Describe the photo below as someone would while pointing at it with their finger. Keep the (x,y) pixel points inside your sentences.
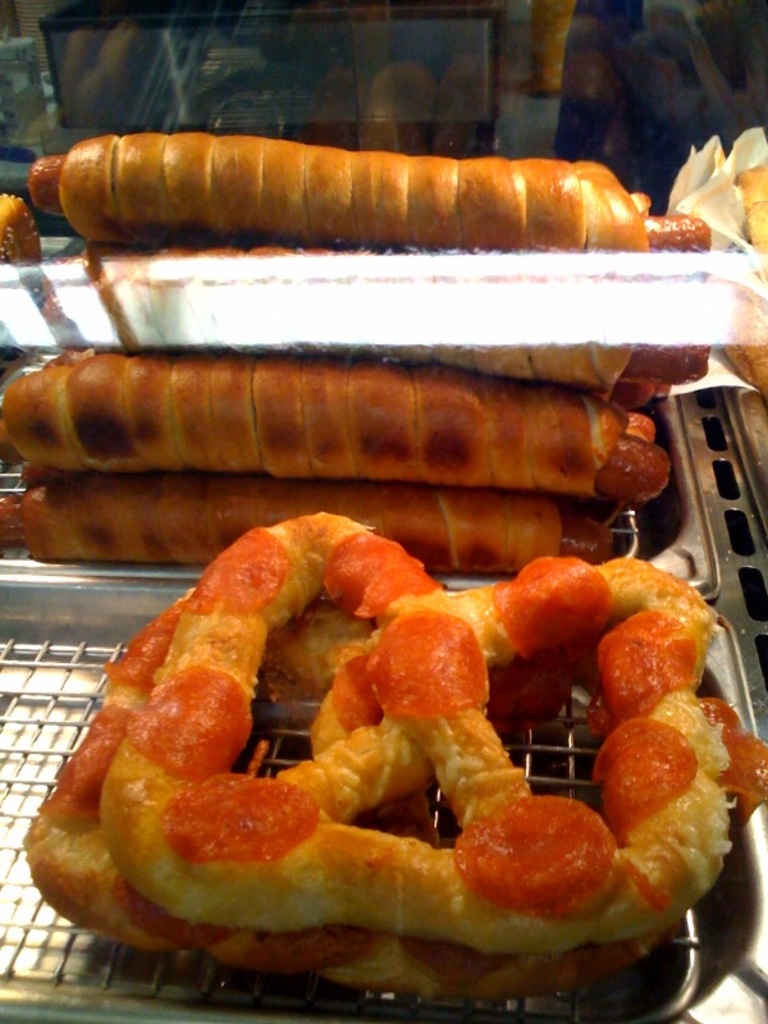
In this image there is a food (294,559), grill (55,778) and objects (724,461).
